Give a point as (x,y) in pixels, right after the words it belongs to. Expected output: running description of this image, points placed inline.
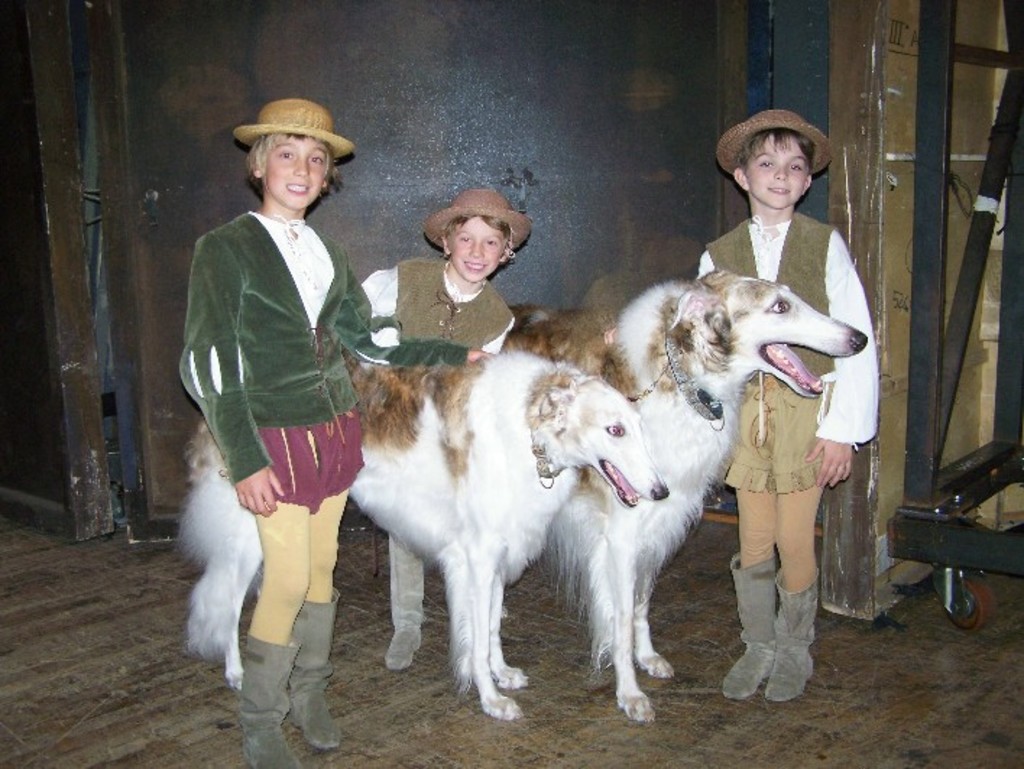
In this image in the foreground (231,370) there are three boys (265,690) wearing hats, they are smiling, between them there are two animals (360,383) visible on the floor (729,651), behind them there is the wall (657,104), on the right side (1007,113) there is a stand (932,286).
